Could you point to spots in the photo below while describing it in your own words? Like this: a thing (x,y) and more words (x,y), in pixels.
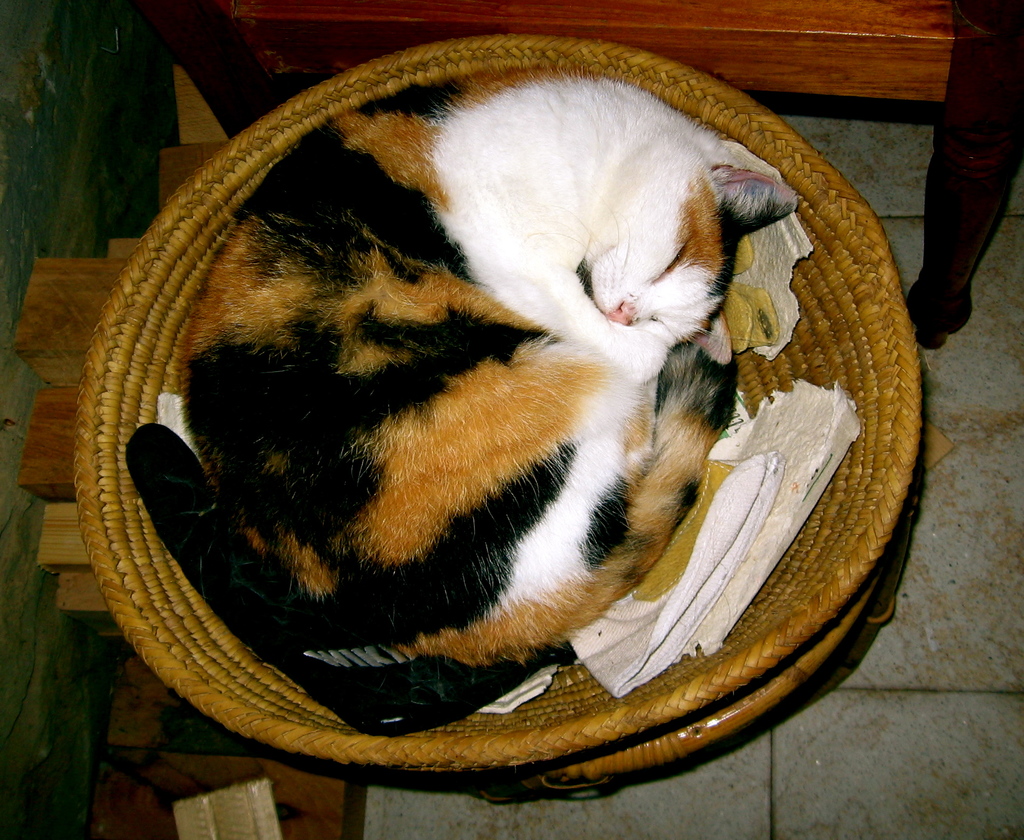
In this image we can see there is a cat (431,299) sleeping in the basket (94,527), which is on the floor (878,719). At the top of the image (286,42) there is a wooden chair (644,40).
